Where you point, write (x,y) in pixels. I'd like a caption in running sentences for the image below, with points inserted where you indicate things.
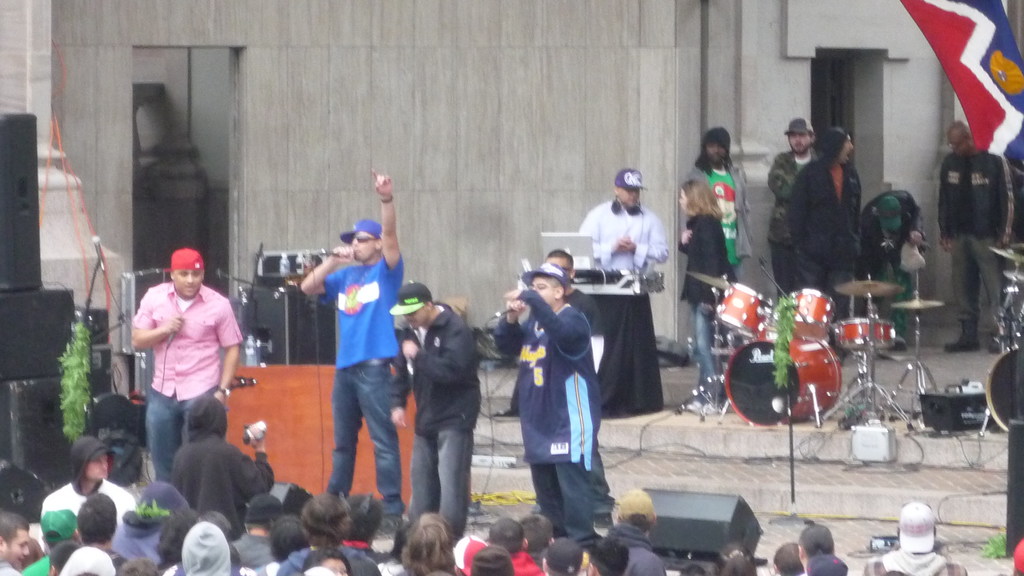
In the image we can see there are many people (415,466) wearing clothes (411,493) and some of them are wearing a cap (537,269). This is a microphone (325,254), cable wires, musical instruments (830,401), laptop (583,247), headsets (614,198), sound box (330,338), poster (994,57) and a building (439,125).
